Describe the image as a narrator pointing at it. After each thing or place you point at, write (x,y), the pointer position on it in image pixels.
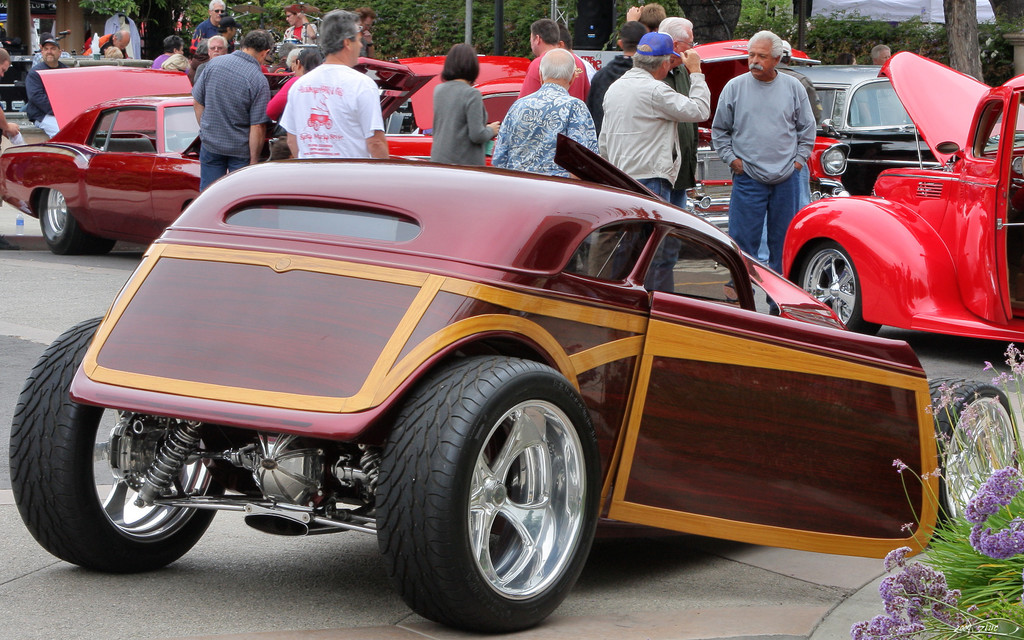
In this image I can see a car (311,159) of shiny brownish color and here I can see number of people (270,114) and also few different cars (90,215). In the background (412,3) I see number of trees (620,3). Here I can see a plant (1000,502).
